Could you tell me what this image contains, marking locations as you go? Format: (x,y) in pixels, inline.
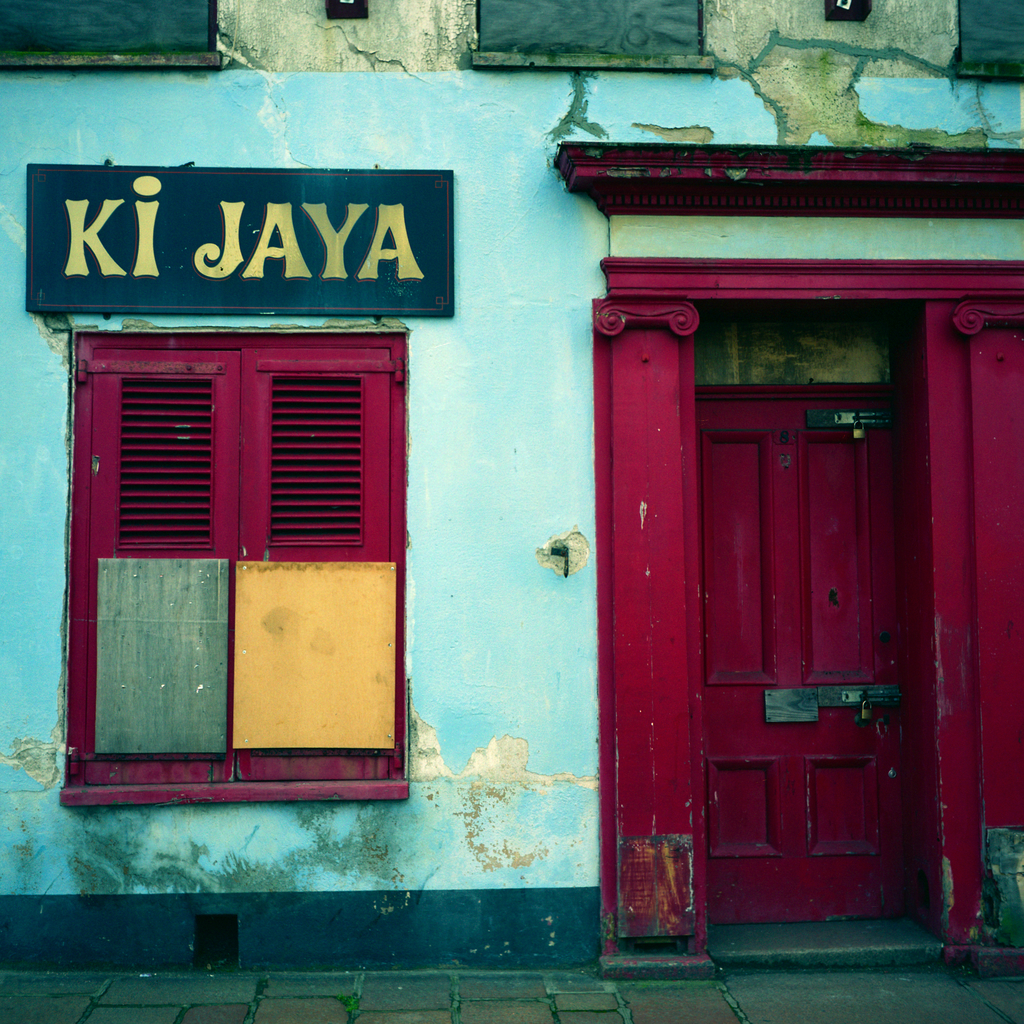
In this picture we can see the wall (727,140), board (359,171), window (343,337), door (720,823), locks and objects (873,410). At the bottom portion of the picture (820,989) we can see the pathway (624,990).
